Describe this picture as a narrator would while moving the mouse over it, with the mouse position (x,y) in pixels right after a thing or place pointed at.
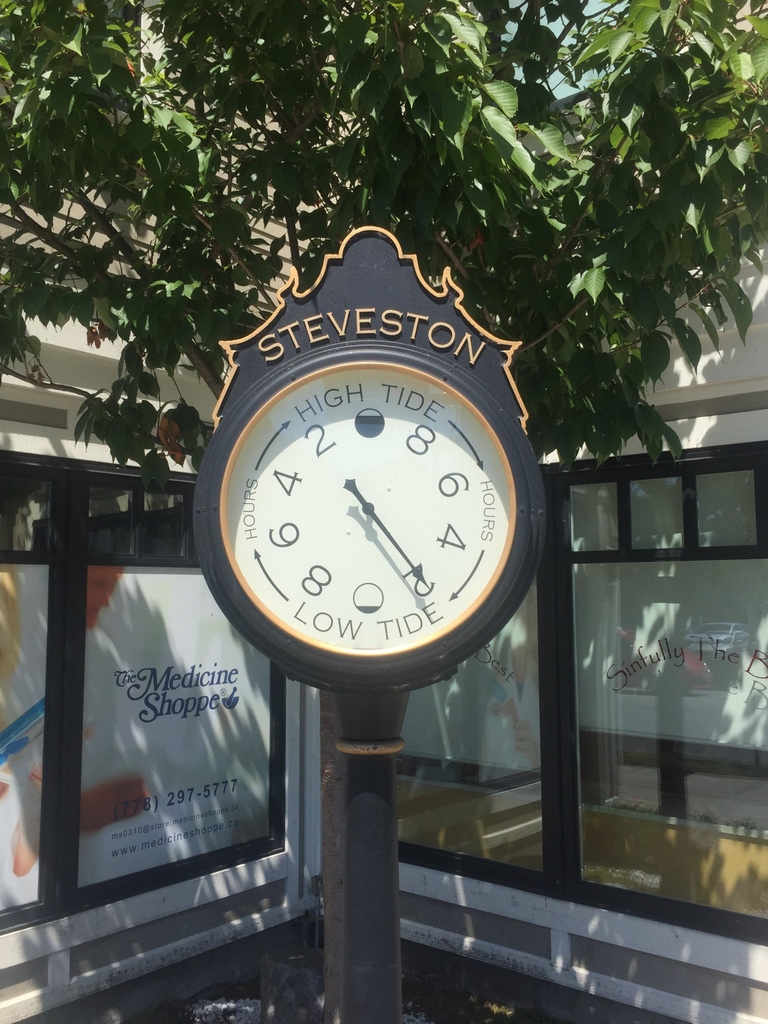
In this image we can see a measuring meter (339,497) with text (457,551) on it, there is a house (71,365), windows (679,723), there are posters (138,843) on the windows (612,690) with text (128,834) on them, also we can see the tree (605,70).
